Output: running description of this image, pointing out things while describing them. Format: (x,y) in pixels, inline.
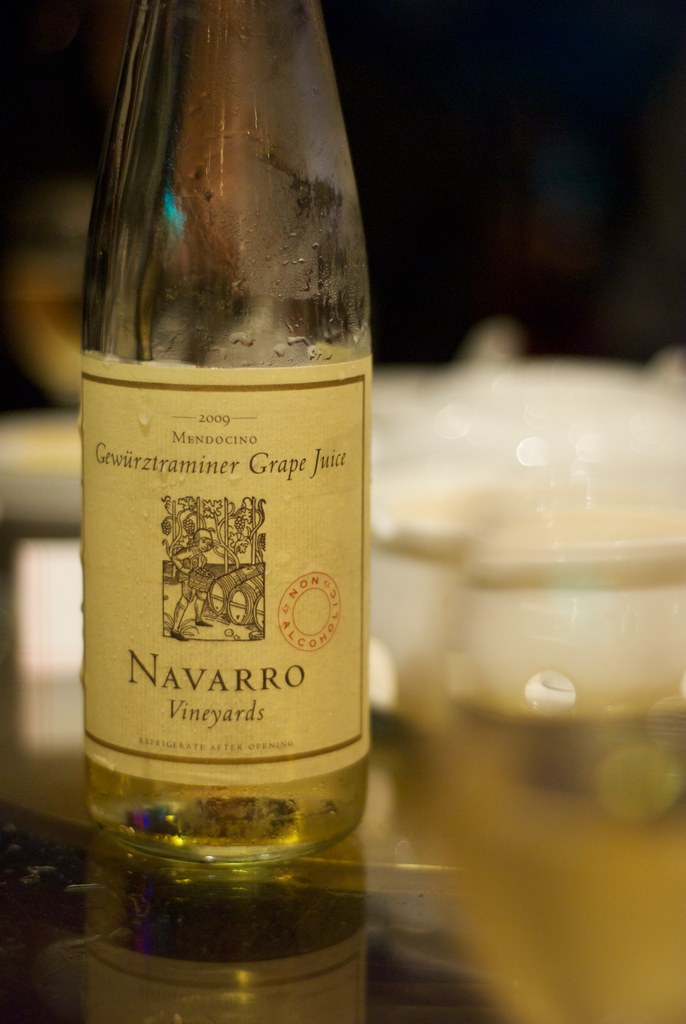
In this picture there is a bottle (240,535) which is labeled as grape juice.
